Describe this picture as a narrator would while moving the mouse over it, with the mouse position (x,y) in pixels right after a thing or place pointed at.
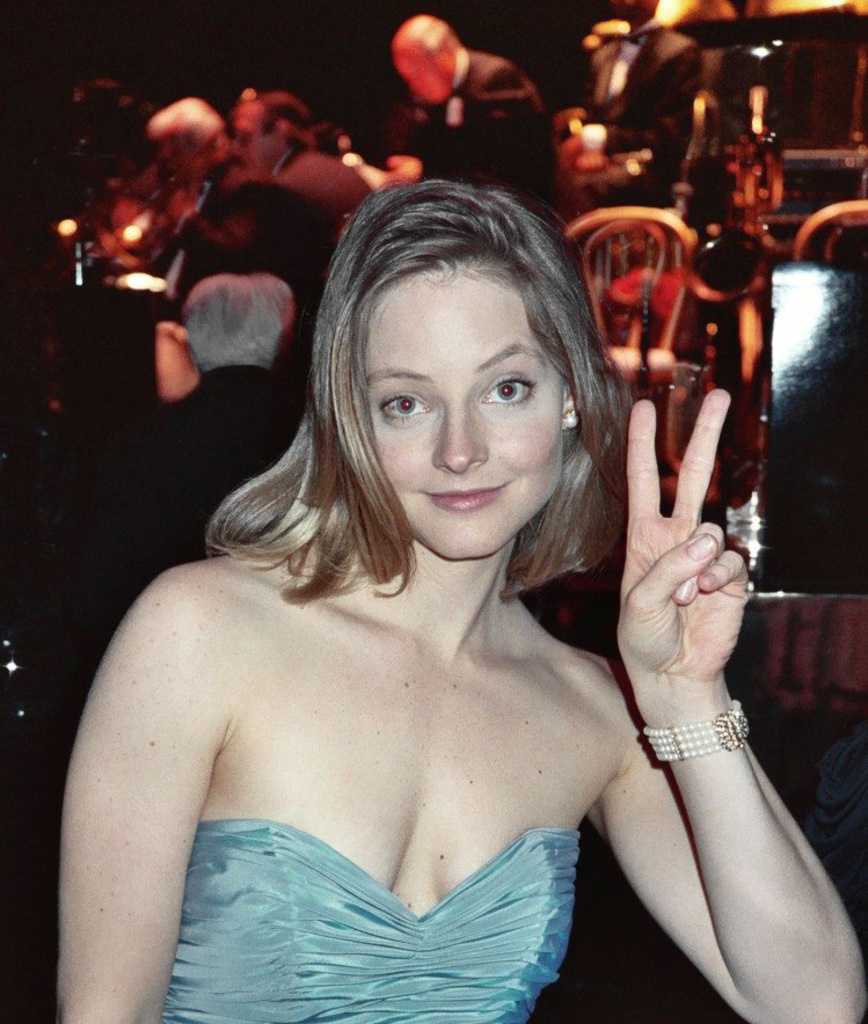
In the picture we can see a woman (168,912) standing near the table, she is in a blue dress (259,1012) and showing her two fingers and behind her we can see a few people (221,419) are sitting on the chairs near the table (833,305).
